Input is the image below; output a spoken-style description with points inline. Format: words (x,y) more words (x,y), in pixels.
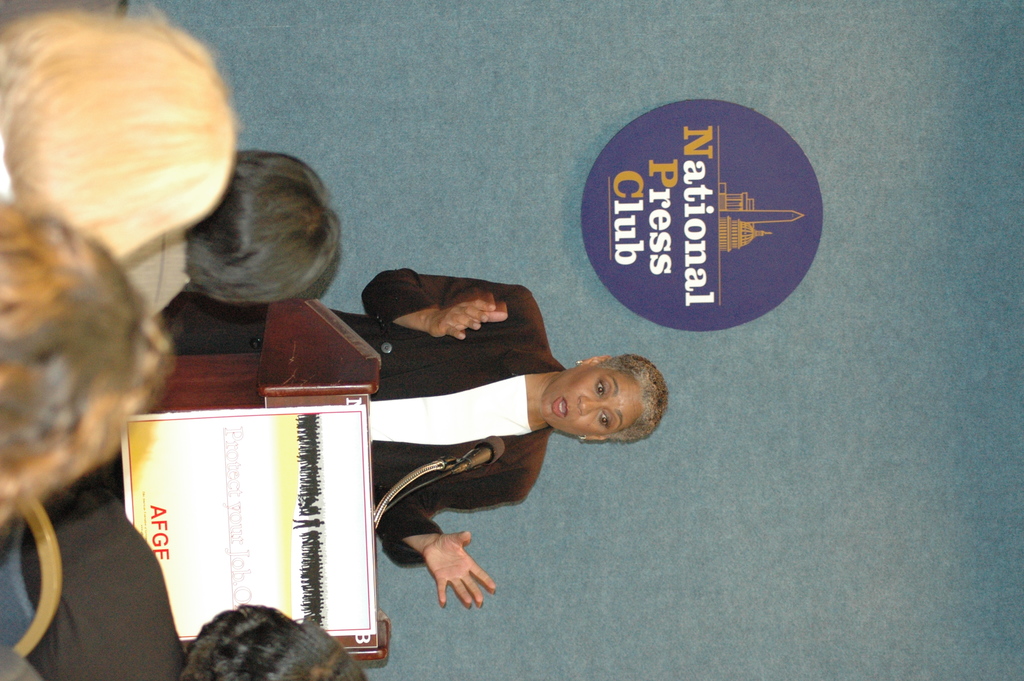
In this image there is a lady (404,398) standing behind the podium (185,404) and speaking, there are so many people (51,208) in-front of her, behind her there is a logo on the wall (734,564).
